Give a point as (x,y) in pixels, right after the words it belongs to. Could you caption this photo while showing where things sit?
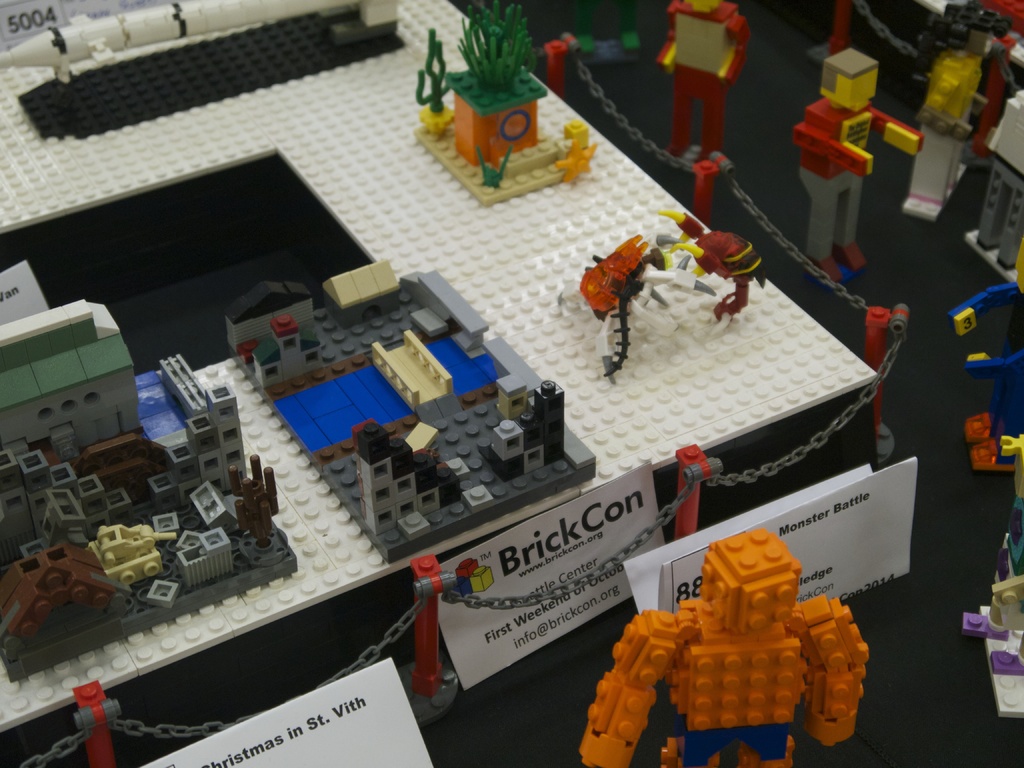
In this image we can see some lego toys (392,508) and papers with some text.
